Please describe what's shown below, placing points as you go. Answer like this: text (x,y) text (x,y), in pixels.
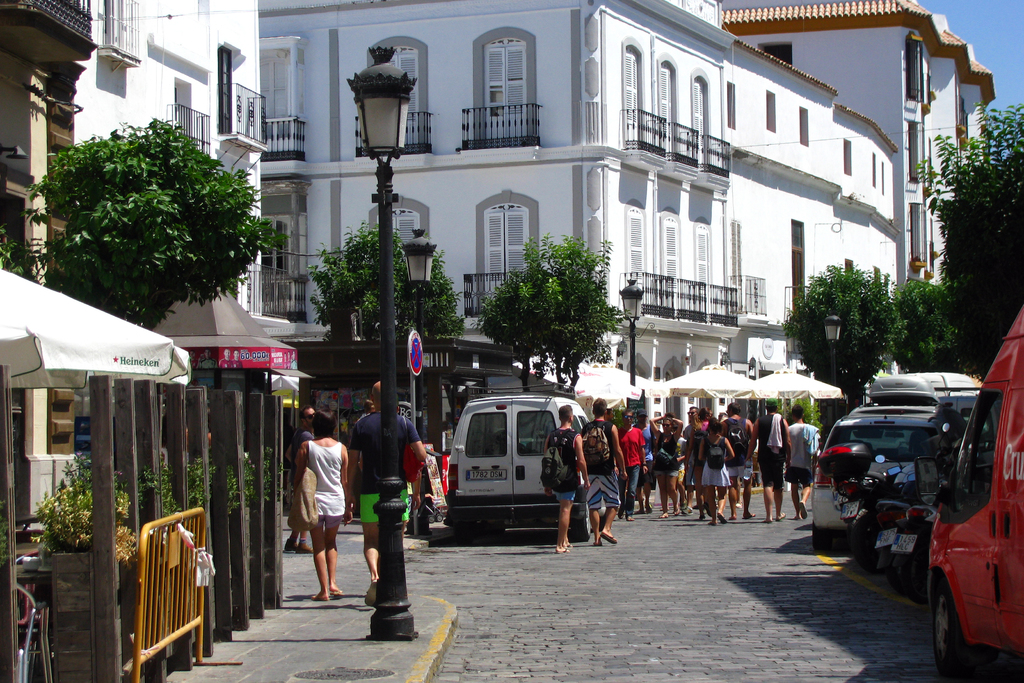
In this image, we can see so many buildings (939,226), poles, lights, trees (445,285), railings (501,128), walls (682,197) and windows (21,232). At the bottom of the image (366,511), we can see few vehicles (483,498), people (774,468), barricade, plants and poles (106,568). Here we can see an umbrella (88,348), sign board (420,358). In this image, we can see few people (373,573) are walking. In the background (811,399) we can see few umbrellas (816,383).
